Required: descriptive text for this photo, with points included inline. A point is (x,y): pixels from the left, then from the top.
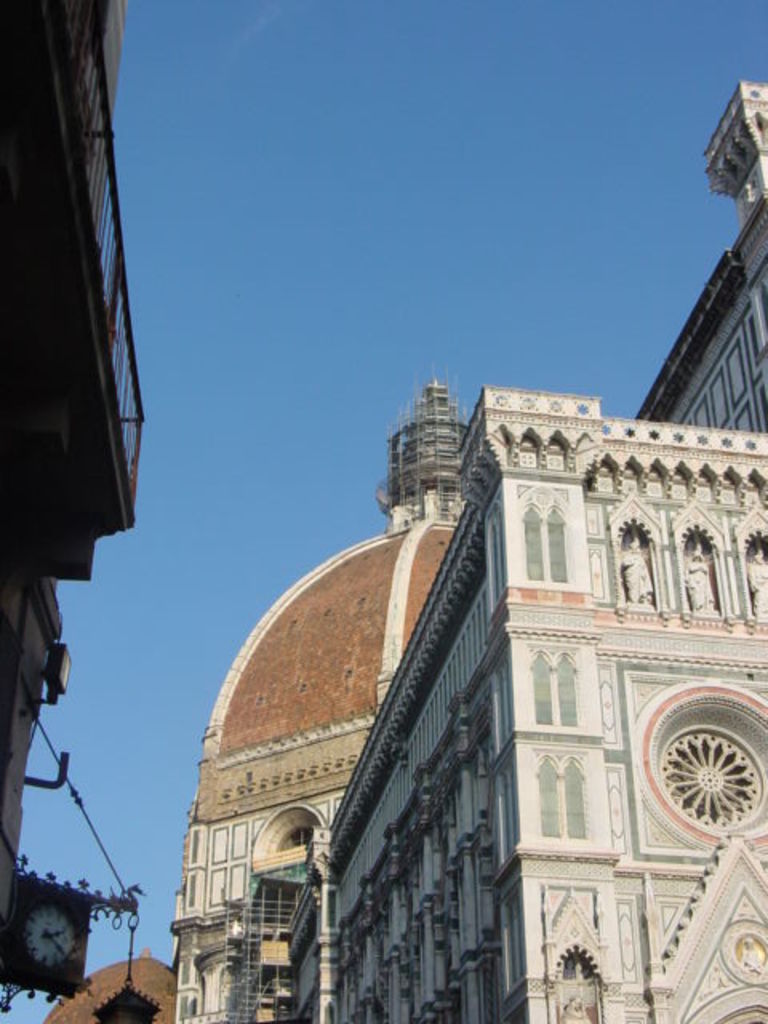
In this image I can see few buildings (397,690) which are white and brown in color and a clock (55,979) to the building (17,837). In the background (151,701) I can see the sky (333,295).
